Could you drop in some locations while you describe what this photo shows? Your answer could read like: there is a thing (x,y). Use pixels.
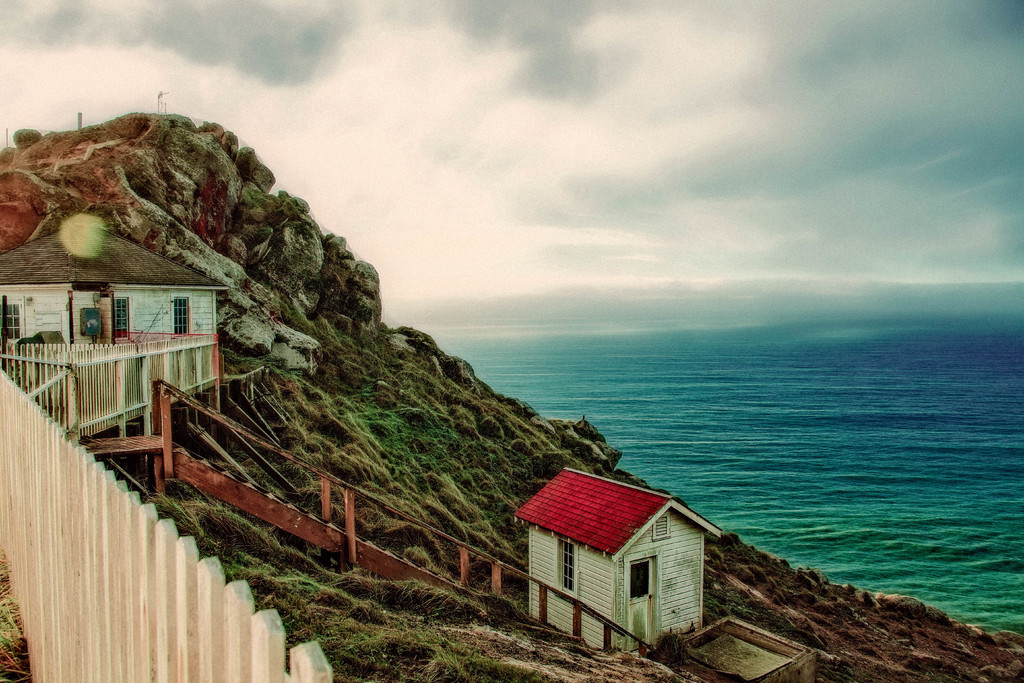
In this image I can see two houses (57,272), stairs (291,452), white colour wooden wall (110,505) and number of stones (196,267). In the background (726,359) I can see water (830,473), clouds (740,75) and the sky (496,231).
